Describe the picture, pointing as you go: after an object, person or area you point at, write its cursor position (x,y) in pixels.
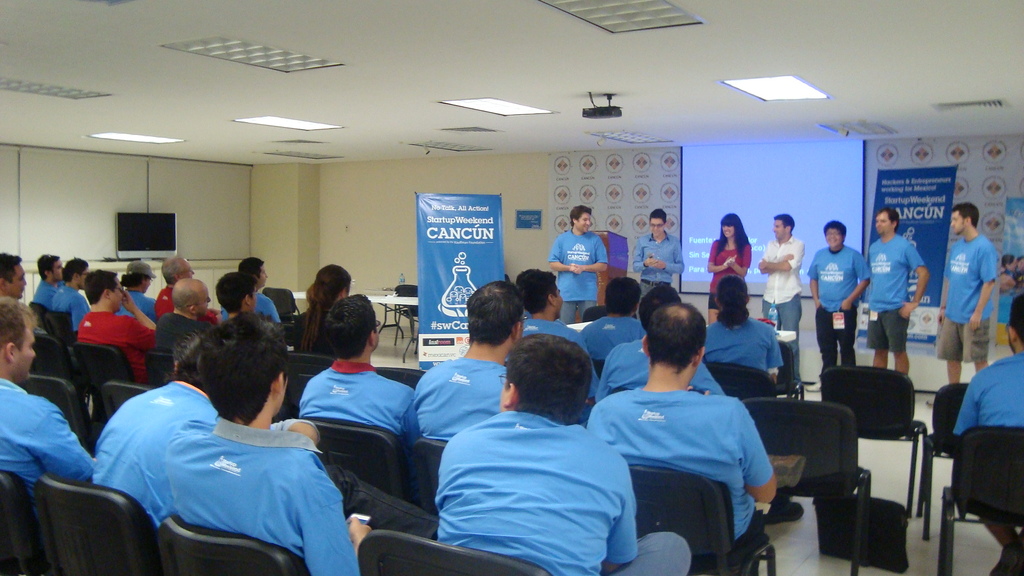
In this image I can see the group of people (194,466) sitting and some people (772,279) are standing. To the side of them there is a banner (496,246). In the background (760,149) there is a screen (737,184).
